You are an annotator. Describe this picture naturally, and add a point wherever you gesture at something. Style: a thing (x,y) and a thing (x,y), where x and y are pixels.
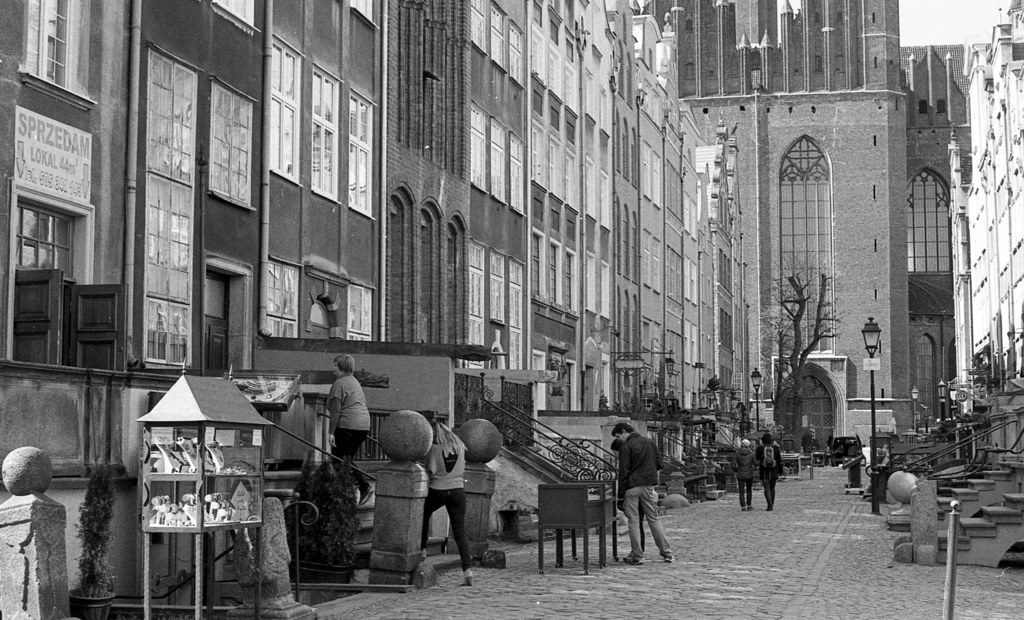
In this picture I can see there is a street (621,591) and there are few people (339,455) walking in the street (607,604) and there is a woman (360,417) climbing the stairs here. There are antique pieces (194,514) placed here and there are buildings (791,366) around and they have glass windows (803,253). The sky (943,39) is clear.
